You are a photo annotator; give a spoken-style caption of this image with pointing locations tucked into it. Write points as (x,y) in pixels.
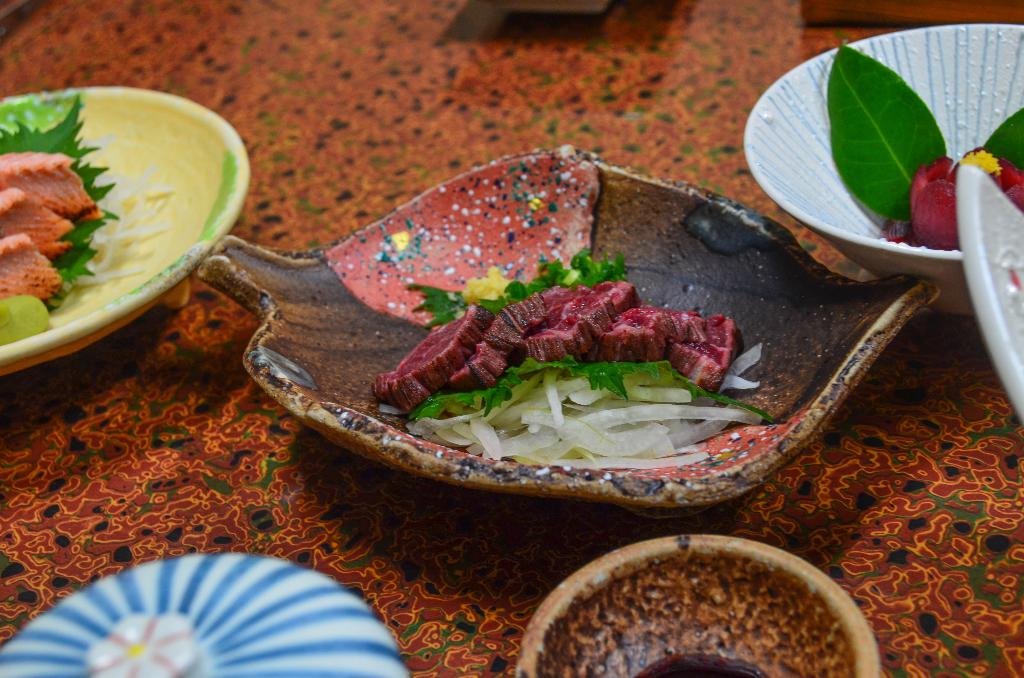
In this image there are food items (727,334) in the bowl (768,242) which was placed on the table (493,92).
